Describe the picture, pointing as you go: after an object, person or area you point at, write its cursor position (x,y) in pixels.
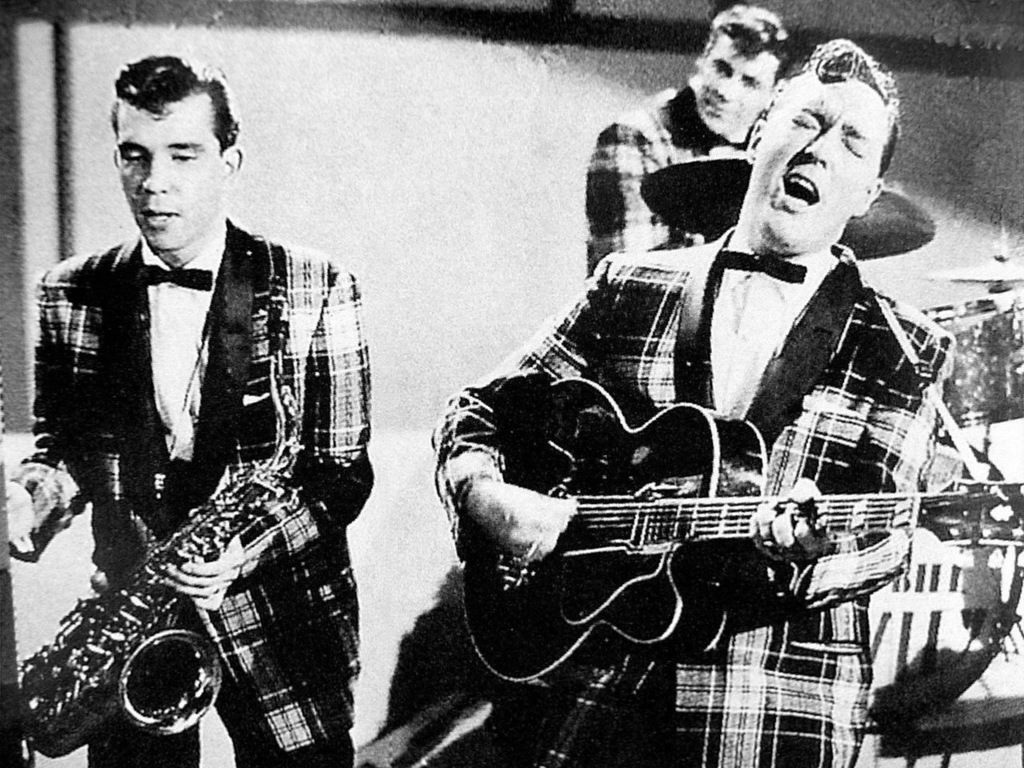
In this image I can see few people (776,263) are standing and holding musical instruments (575,494). The image is in black and white.
